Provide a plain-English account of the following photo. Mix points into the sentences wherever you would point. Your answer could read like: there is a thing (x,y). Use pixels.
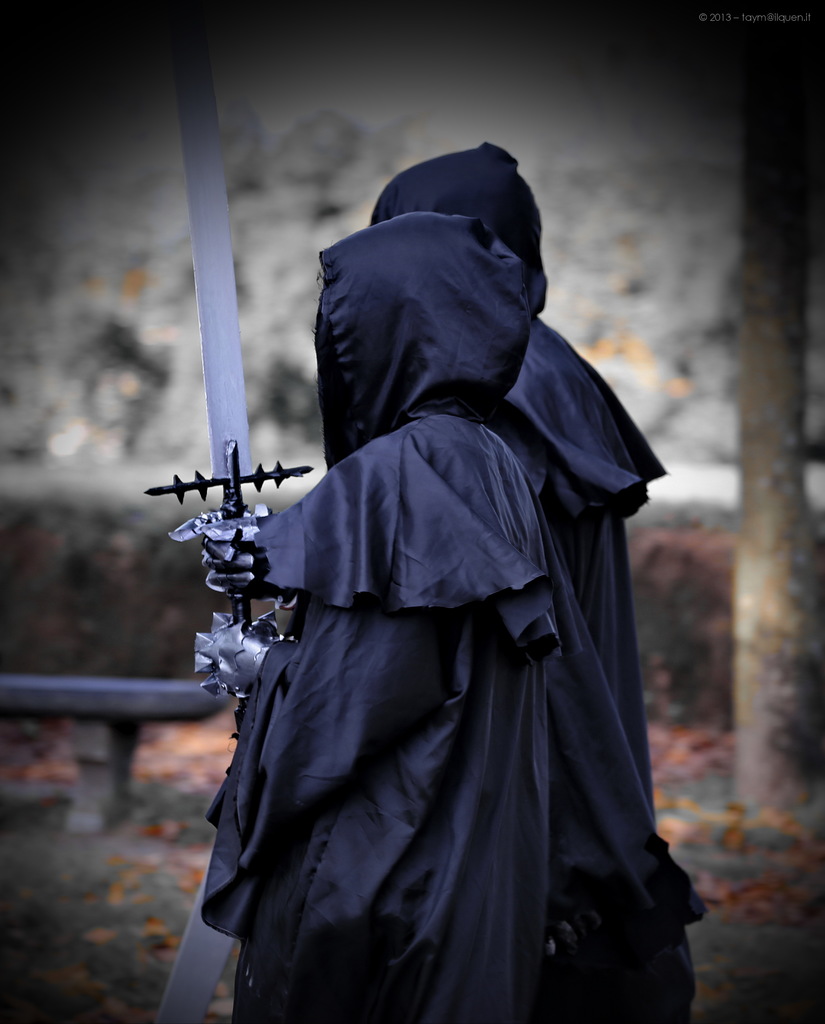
Here we can see two persons (460,653) standing and among them one person (420,510) is holding a sword (237,403) in the hands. In the background (144,514) the image is blur.
